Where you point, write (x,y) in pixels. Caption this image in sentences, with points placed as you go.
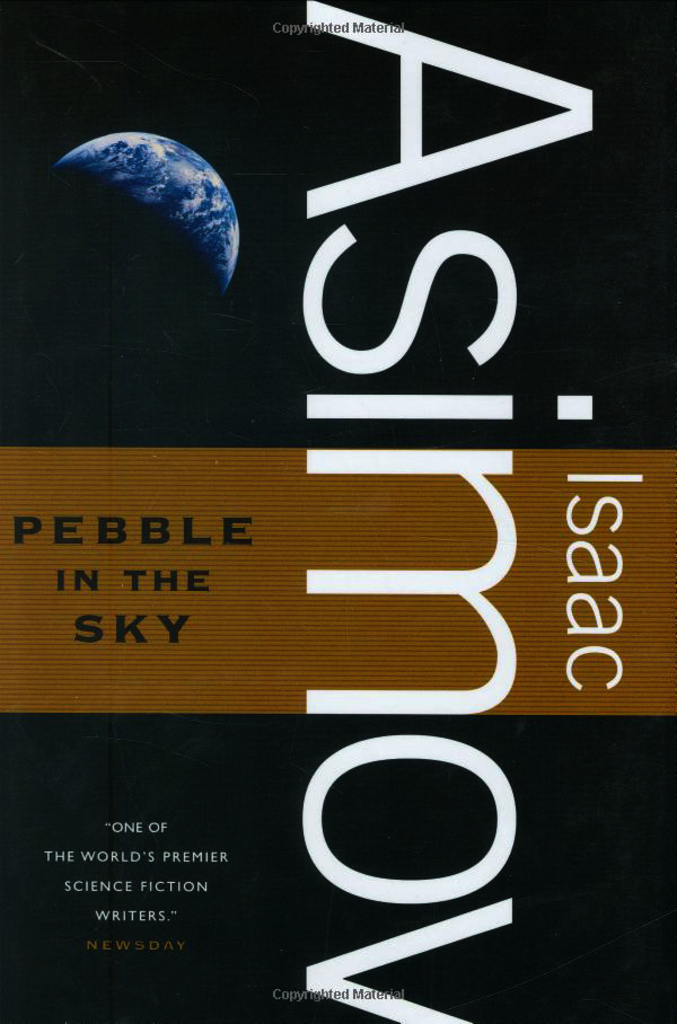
In this picture, we see a poster (342,709) or a book cover (349,527) in black and brown color. We see some text (360,185) written on it.
